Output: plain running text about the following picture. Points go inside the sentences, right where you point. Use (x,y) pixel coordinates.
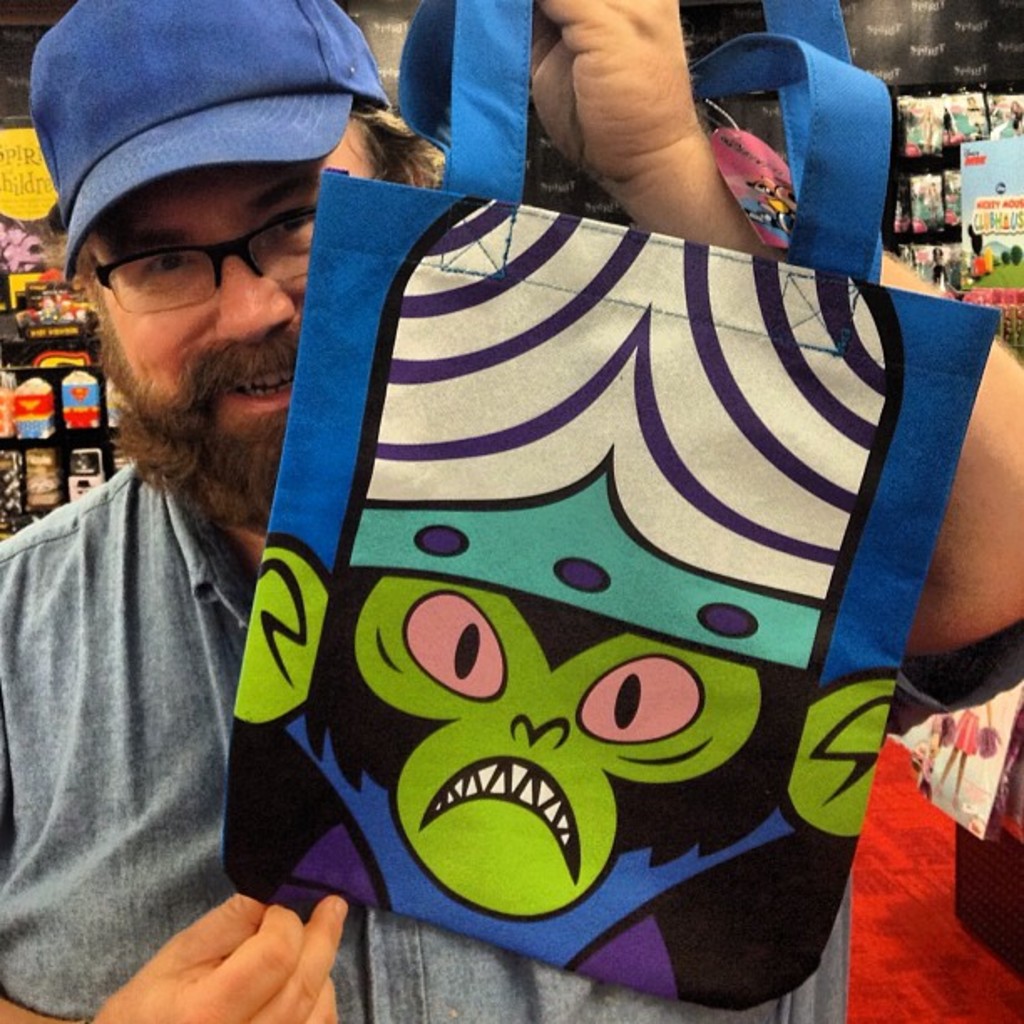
In this image, we can see a person (221,328) wearing clothes (85,783) and holding a bag (406,464) with his hand (612,94). This person (612,94) is wearing spectacles (190,291) and cap (180,116).
